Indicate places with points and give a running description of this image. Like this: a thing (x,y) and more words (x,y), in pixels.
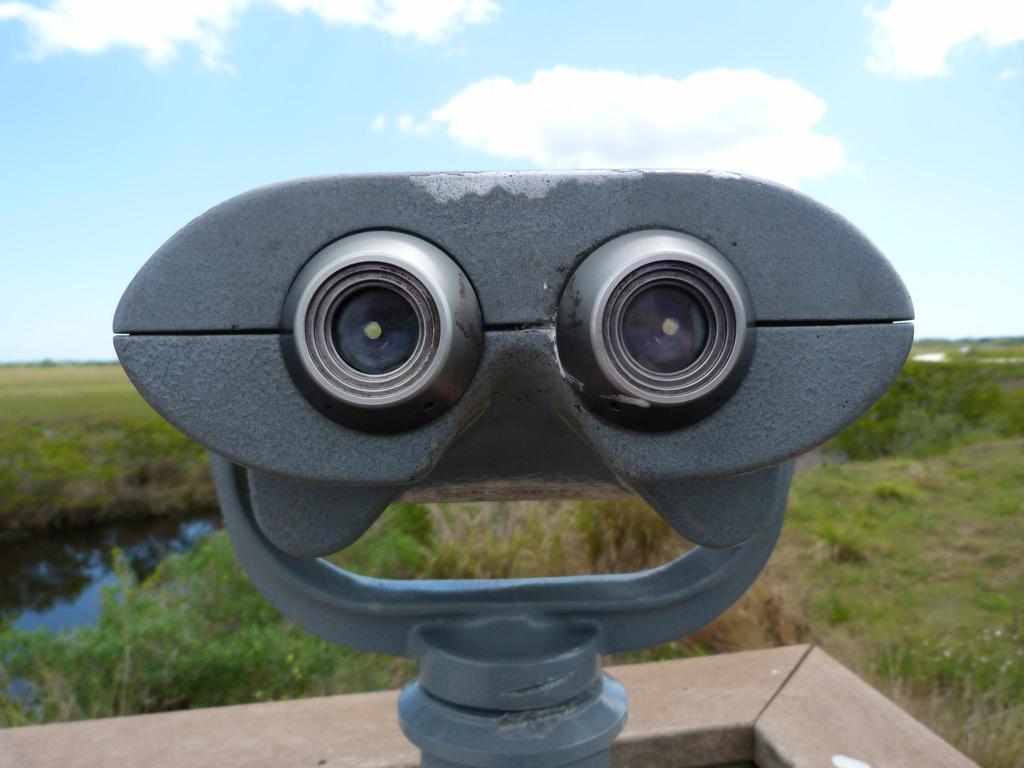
In this image we can see an object (458,454) which looks like a binoculars (477,274) and in the background (830,475), we can see some plants (419,575) and grass (951,494) on the ground (959,359) and we can see the water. At the top (378,149) we can see the sky (437,150) with clouds (646,120).
